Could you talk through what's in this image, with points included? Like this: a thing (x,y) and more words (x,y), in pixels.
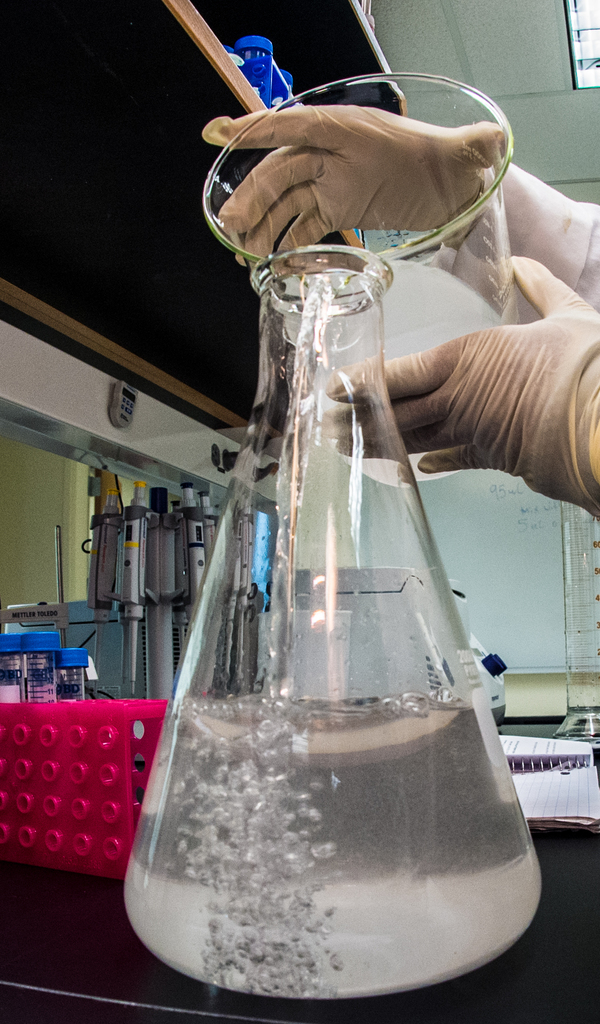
In this picture we can see a conical flask (275,699) in the front (264,586), on the right side (413,390) there are person's hands (555,355), this person (556,325) is holding a beaker (502,249), we can see some liquid (348,827) in this flask (327,837), on the left side (181,504) we can see equipment (128,524), in the background (451,551) there is a board (520,530), there is a shelf (229,114) at the left top of the picture (42,325), we can see the ceiling (514,64) at the right top of the picture (533,62).
